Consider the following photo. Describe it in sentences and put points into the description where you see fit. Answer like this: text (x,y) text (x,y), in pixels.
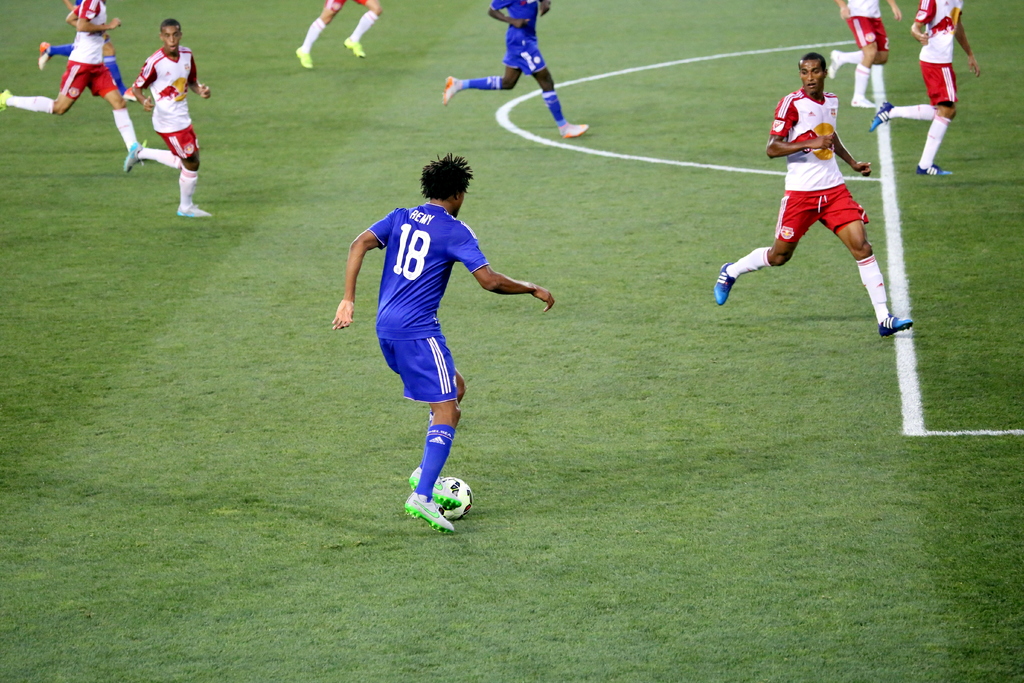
In this image we can see a few people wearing a sports dress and playing on the ground (184,309) and there is a ball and it looks like they are playing football.
